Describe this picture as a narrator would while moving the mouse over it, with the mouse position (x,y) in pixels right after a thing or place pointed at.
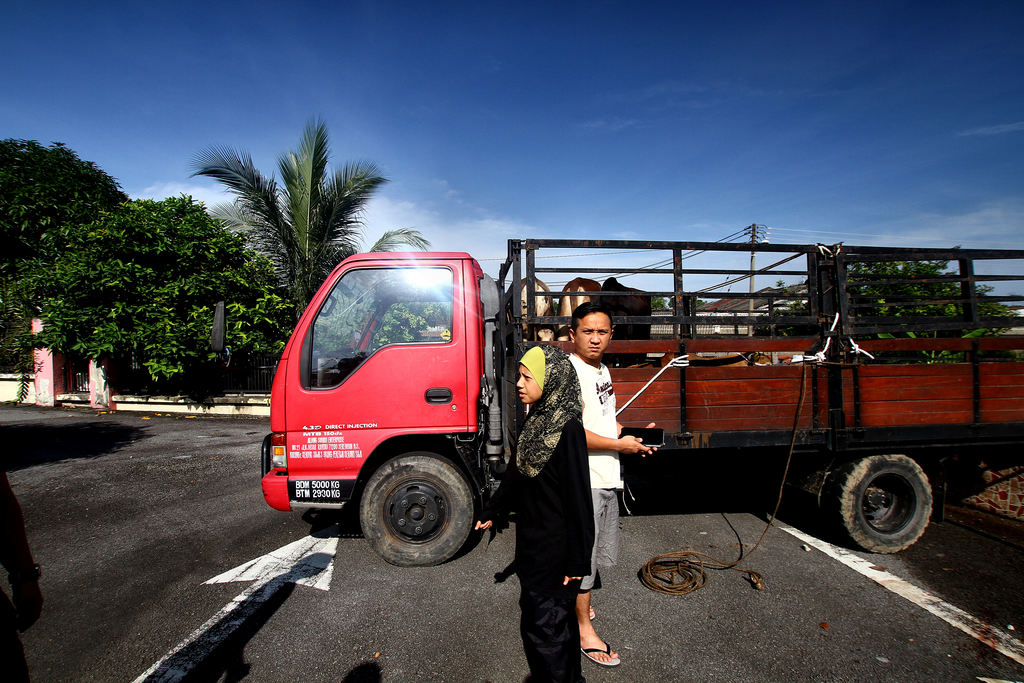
In this image I can see a girl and man (594,568) standing on the road (352,617) and I can see a red color truck (399,376) visible on the road (798,577) and at the top (253,73) I can see the sky (494,154) and trees (181,235) visible on the left side (207,277) and in front of trees (81,236) I can see a fence (213,394) and I can see a rope (755,545) attached to the vehicle (778,445).
